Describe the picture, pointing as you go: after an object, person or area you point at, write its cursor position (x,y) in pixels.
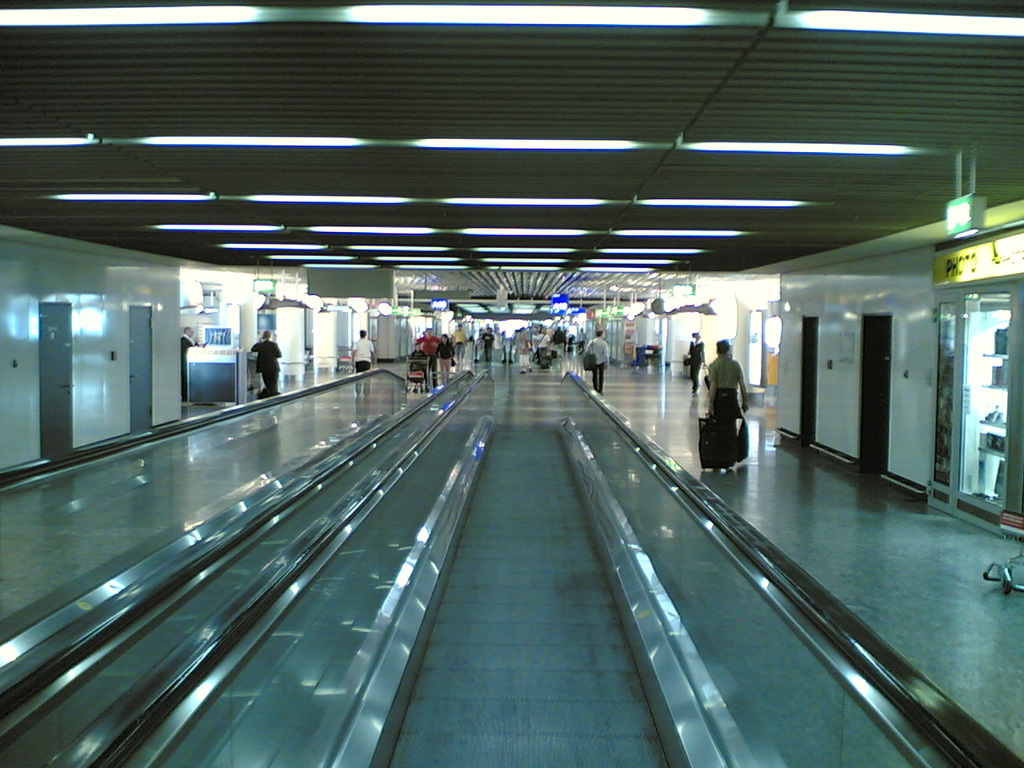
In this picture, it seems like a moving walkway (295,500) in the foreground area of the image (565,454), there are people (699,365), posters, doors (958,344) and light (691,250) in the background (664,297).
